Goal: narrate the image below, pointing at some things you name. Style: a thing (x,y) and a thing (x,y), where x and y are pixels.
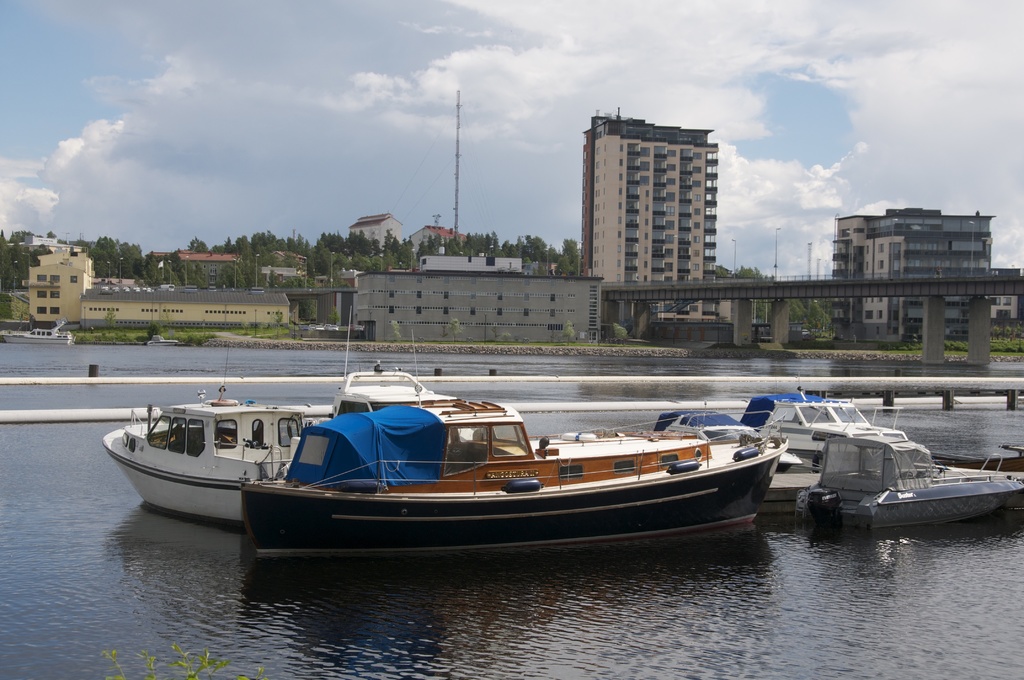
At the bottom of the image (527,533) on the water (950,575) there are ships (525,485). And there is a bridge (737,305) with pillars (779,310). In the background (523,339) there are many buildings (666,248) and trees (429,248). At the top of the image (434,122) there is sky (317,139) with clouds (596,100).
